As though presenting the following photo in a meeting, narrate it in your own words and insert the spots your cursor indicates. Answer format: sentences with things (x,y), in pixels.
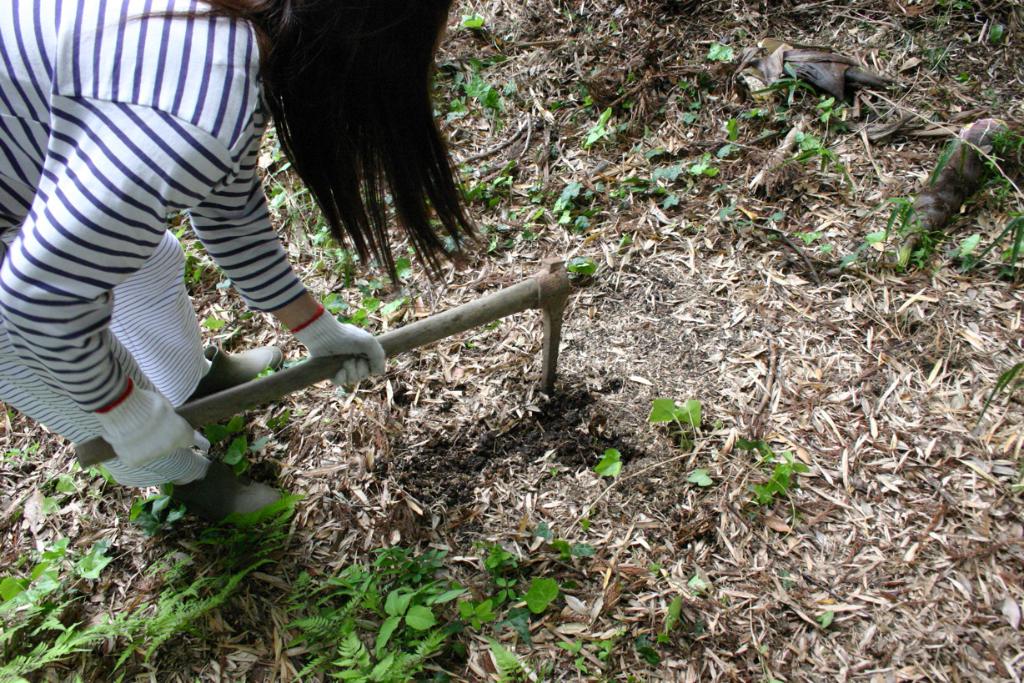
In this image we can see a person (217,28) standing on the ground (288,397) and holding a hoe (460,328) in the hands (355,354). In the background (745,144) there are plants (427,561) and shredded leaves (658,388) on the ground (669,187).
